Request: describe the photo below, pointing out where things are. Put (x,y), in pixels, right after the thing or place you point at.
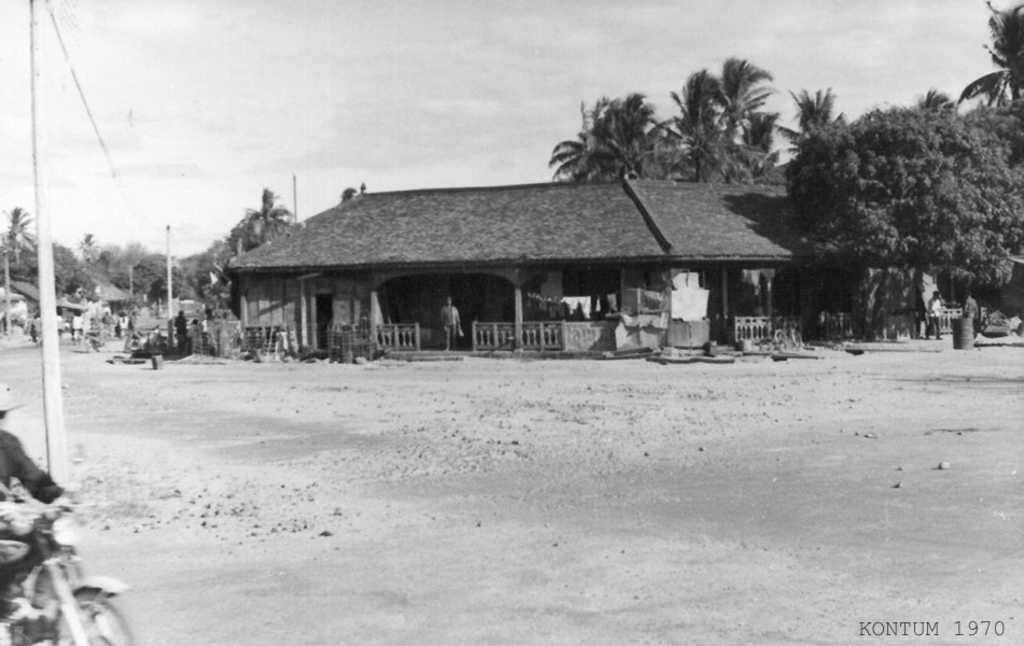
In this image we can see a few people (93,337), one of them is riding on the bike (29,504), there are plants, trees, there is a barrel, there are houses (524,295), poles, also we can see the sky (456,144), and there are text (923,626) and numbers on the image.
